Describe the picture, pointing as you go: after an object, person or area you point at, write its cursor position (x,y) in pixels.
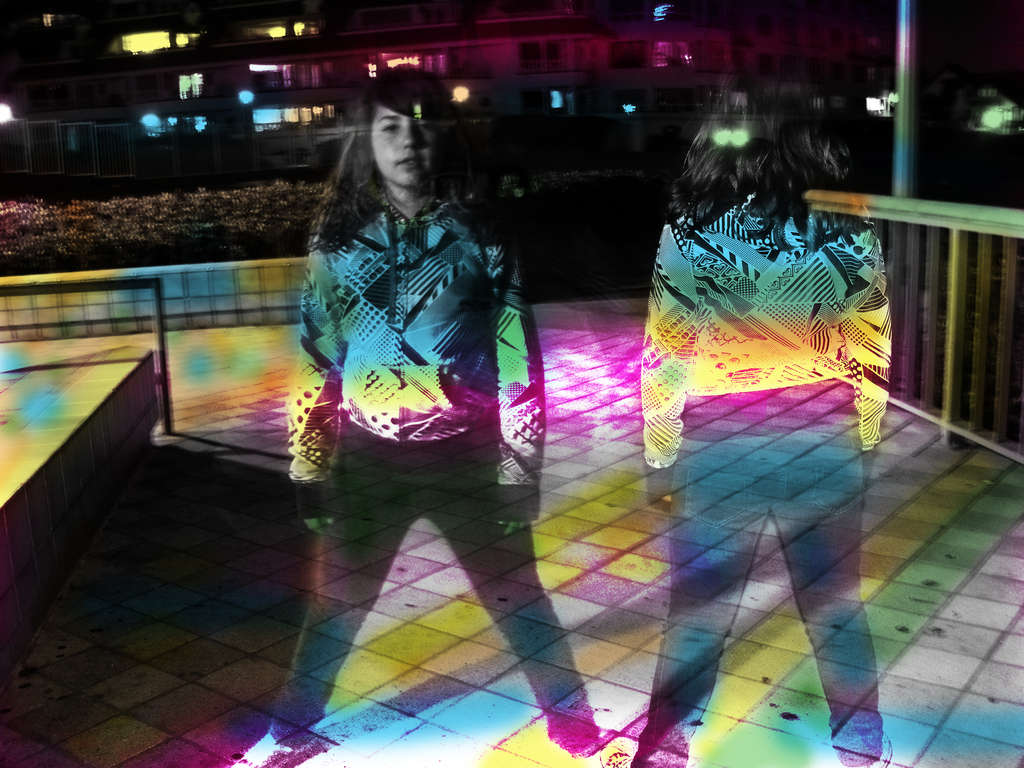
On the left side (326,259), there is a girl (416,277) in a shirt (431,278), standing on the floor (883,626). Beside her, there is a ledge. On the right side (772,132), there is another girl (736,96) standing. Beside her, there is a fence (980,258). In the background (317,79), there are buildings (795,41) having lights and a pole (900,69). And the background (481,129) is dark in color.
